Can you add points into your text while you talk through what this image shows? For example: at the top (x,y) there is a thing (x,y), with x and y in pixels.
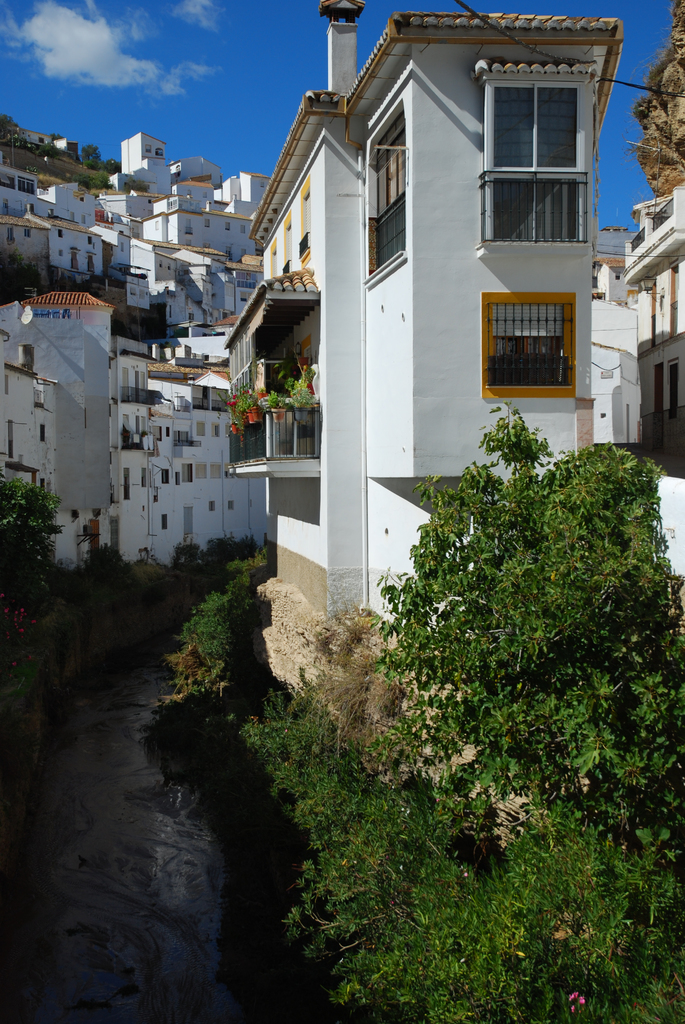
As we can see in the image there are trees (487,701), plants (358,739), water (160,934), buildings (171,402) and hill (41,164). On the top (156,36) there is sky (196,21) and clouds (94,60).
